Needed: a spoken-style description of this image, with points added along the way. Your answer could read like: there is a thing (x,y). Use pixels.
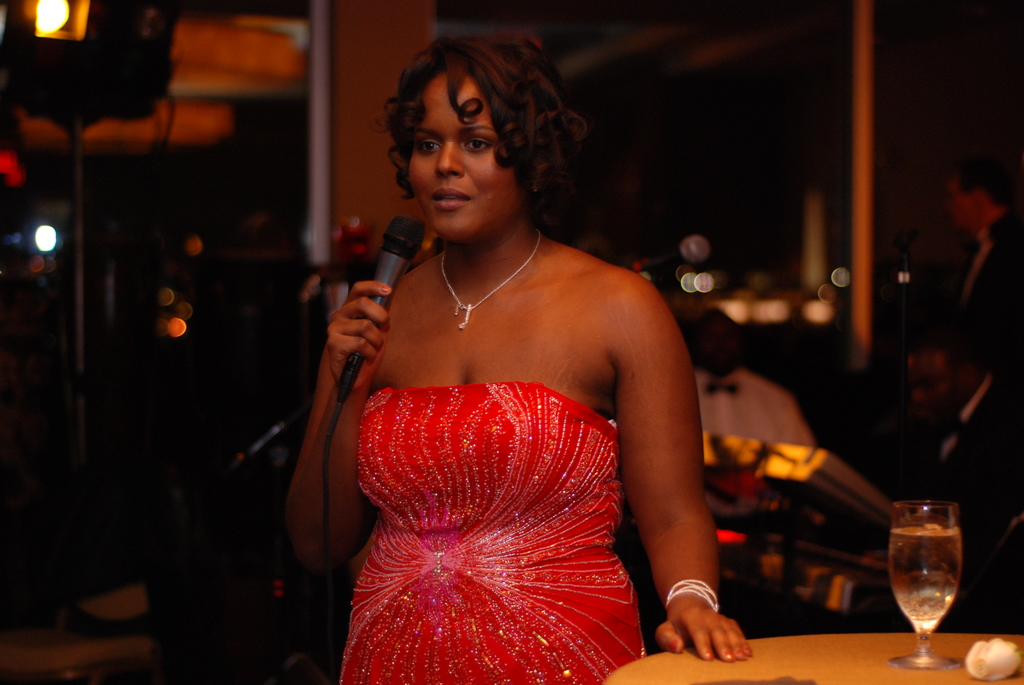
in the picture lady (434,183) is holding a mic (384,297) wearing a red color dress (487,544) beside her there is a table (799,661) and a wine glass (914,534) in the back ground (639,63) it seems like a bar (744,447).
